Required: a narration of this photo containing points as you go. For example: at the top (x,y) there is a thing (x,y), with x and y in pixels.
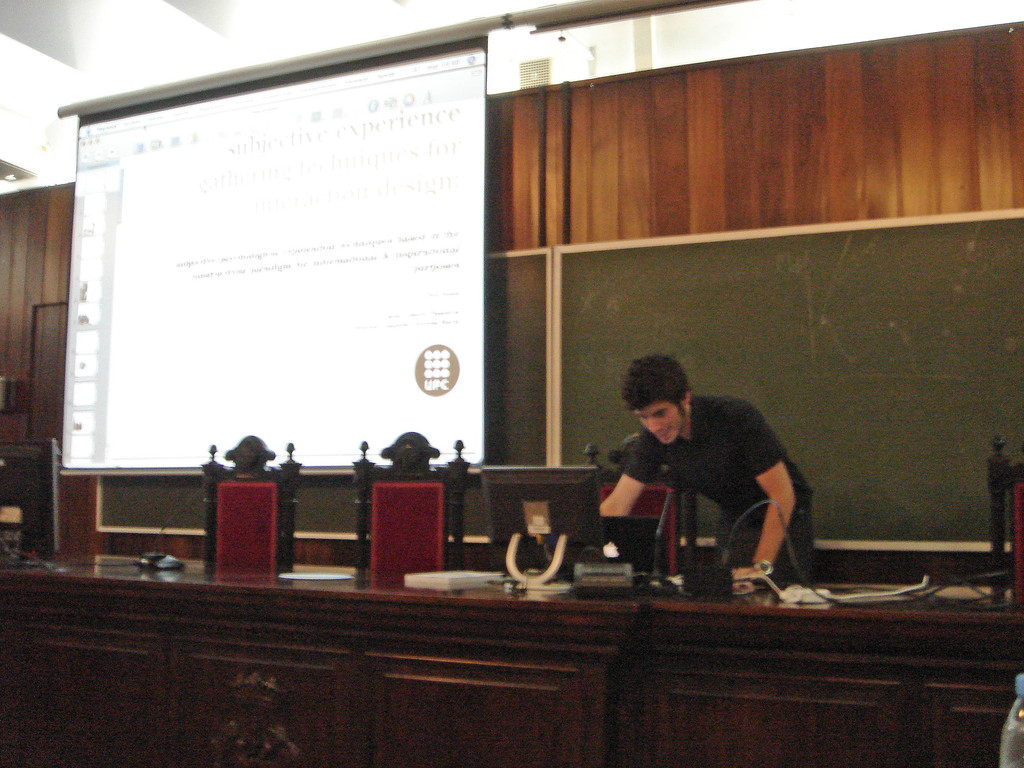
In this image we can see a person (735,462) standing near the table (562,603), there is a system (598,536), laptop (615,535), mic's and few other objects (326,578) on the table (244,603) and there are chairs (390,534) near the table (234,589) and in the background (349,526) there is a presentation screen (322,272) and boards (681,301) attached to the wall (750,153).
